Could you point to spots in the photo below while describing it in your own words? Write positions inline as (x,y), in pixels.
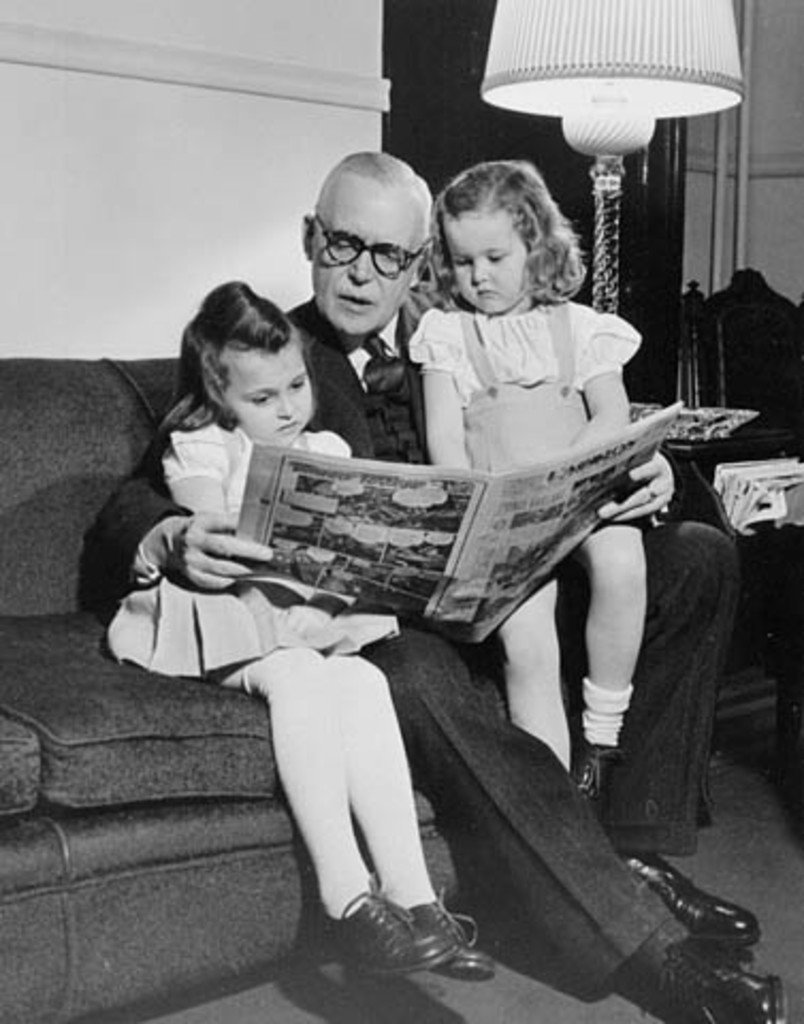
In this image there is a man (211,535) sitting on sofa (2,801) holding two babies (399,950) and reading newspaper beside him there is a lamp (674,13) and other things (778,414).
